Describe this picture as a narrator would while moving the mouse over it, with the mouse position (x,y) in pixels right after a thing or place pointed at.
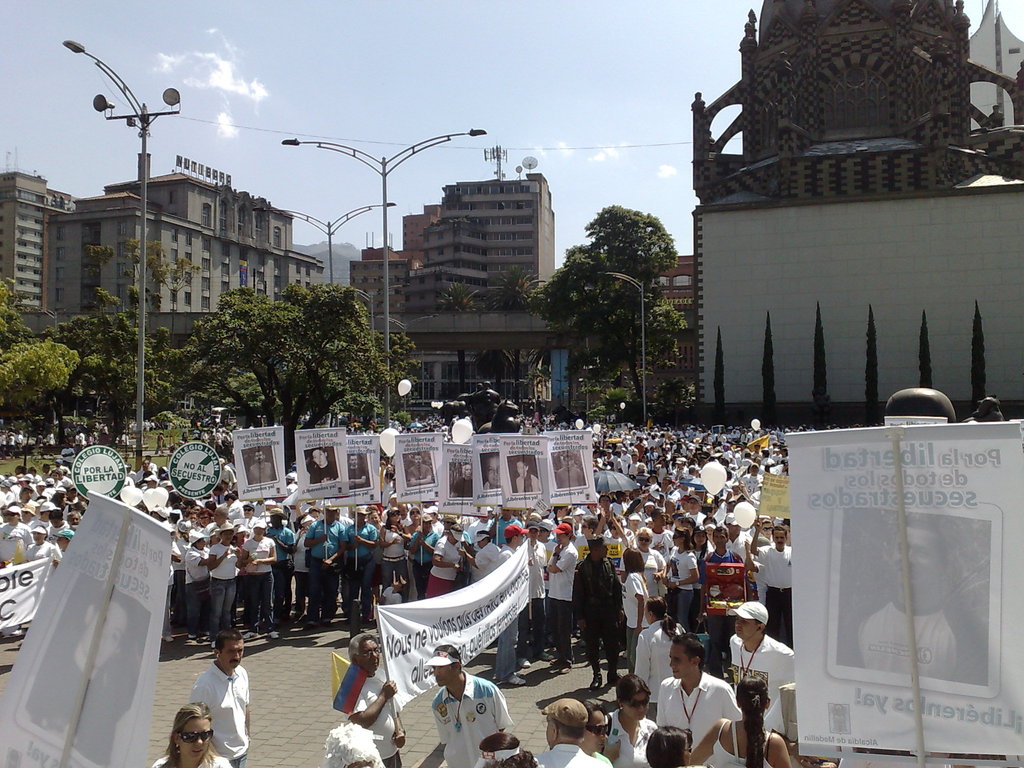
In this image we can see people (658,756), banners (151,529), balloons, poles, trees (487,367), and buildings (713,171). In the background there is sky (641,72) with clouds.
